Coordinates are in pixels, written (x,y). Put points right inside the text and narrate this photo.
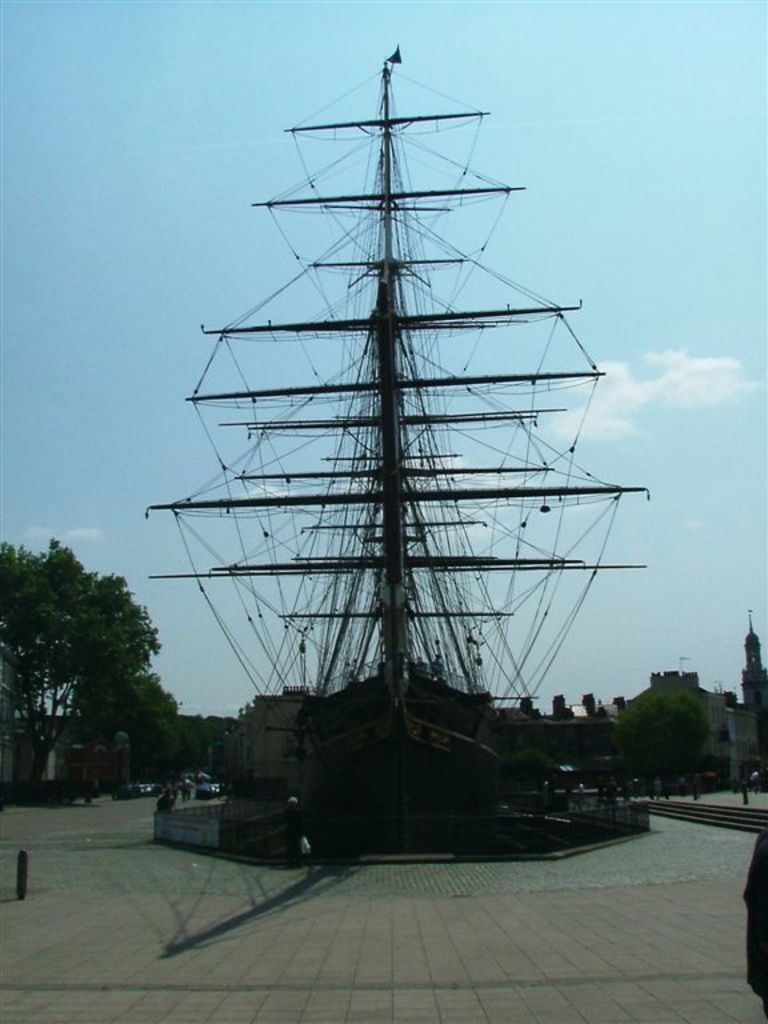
In this picture, it is called as a "Cutty Sark" (363,773) and behind the object (360,707) there are vehicles (148,790) on the road (183,804), trees (168,777) and buildings (261,705). Behind the buildings (584,704) there is the sky (612,285). On the right side of the object (284,505), they are looking like people (616,787).
